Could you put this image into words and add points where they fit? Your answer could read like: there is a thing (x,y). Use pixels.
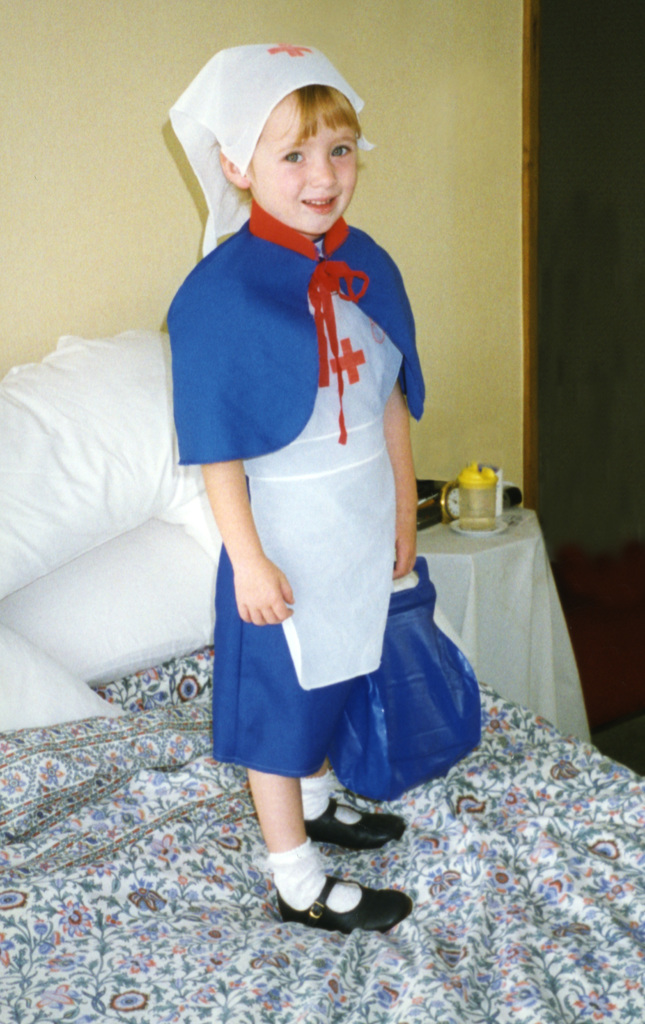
This is an inside view of a room (374,349). In the middle of the image (279,499) there is a girl (276,537) wearing a costume (276,453), holding a bag (421,768) in the hand (399,563), standing facing towards the right side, smiling and giving pose for the picture. She is standing on a bed (169,979). At the back of her there are few pillows (65,611). Beside the bed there is a table (486,567) which is covered with a cloth (493,623). On the table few objects (471,488) are placed. In the background (426,148) there is a wall (444,245). On the right side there is a wooden plank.
